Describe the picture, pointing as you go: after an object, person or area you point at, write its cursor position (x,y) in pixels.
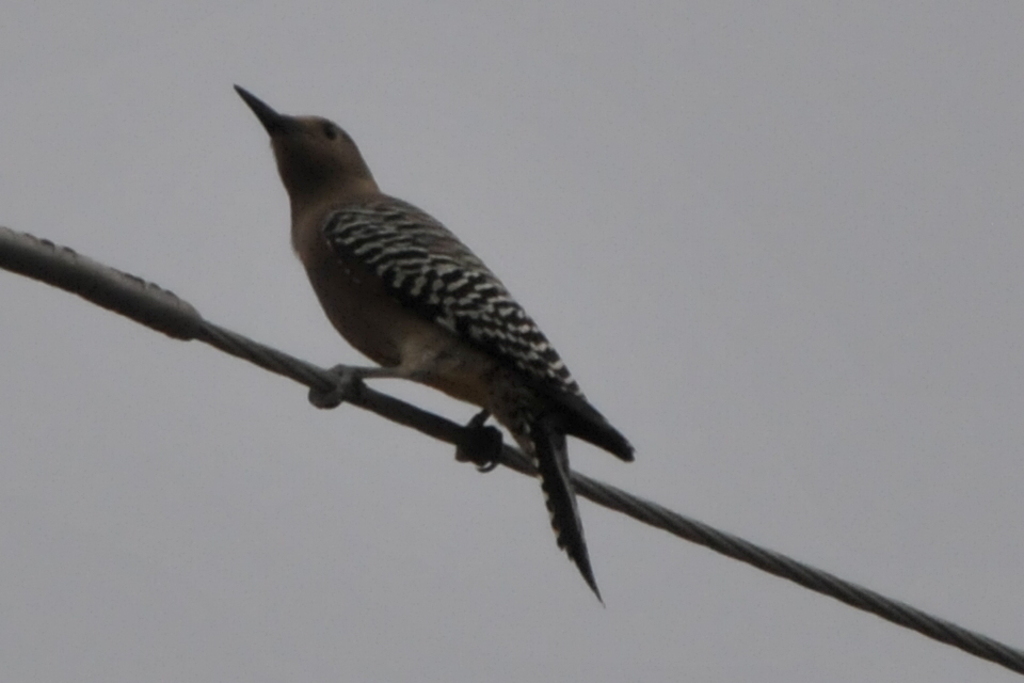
In this picture I can observe a bird (324,296) in the middle of the picture (401,323). The bird (368,280) is on the wire (359,403). In the background (577,578) I can observe sky (349,510).
